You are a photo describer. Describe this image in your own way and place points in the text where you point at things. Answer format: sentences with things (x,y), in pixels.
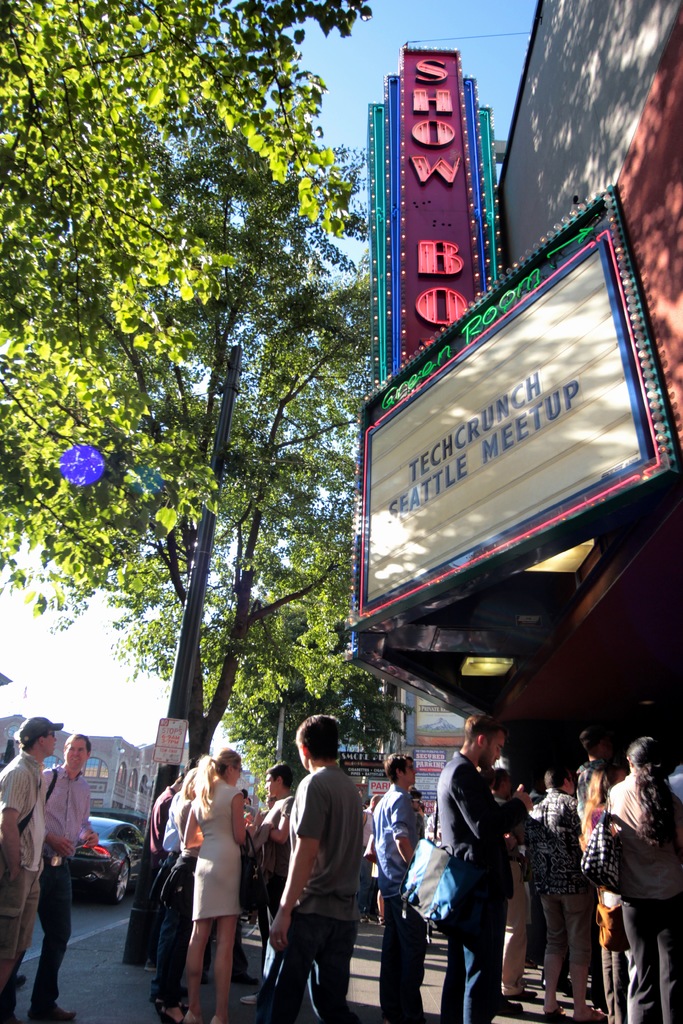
In this image I can see the road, few vehicles (134,855) on the road (121,912), number of persons (49,898) are standing on the ground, a building (679,209), few boards (597,416) to the building (516,150) and few trees (273,514). In the background (44,642) I can see few buildings (118,791) and the sky (74,694).
